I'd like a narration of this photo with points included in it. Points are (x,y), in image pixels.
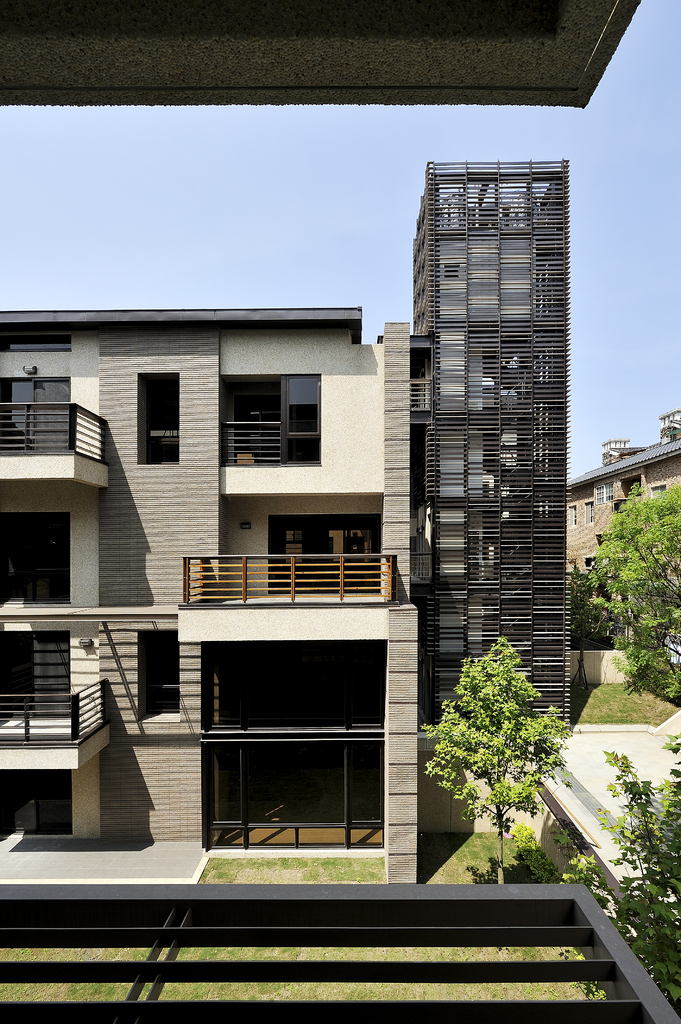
In this image there is a building (176,529) in the middle (231,587). Beside the building (171,453) there is another tall building (496,430). At the bottom (479,793) there are trees (472,798) on the ground (459,842). At the top (221,205) there is sky (200,200).
